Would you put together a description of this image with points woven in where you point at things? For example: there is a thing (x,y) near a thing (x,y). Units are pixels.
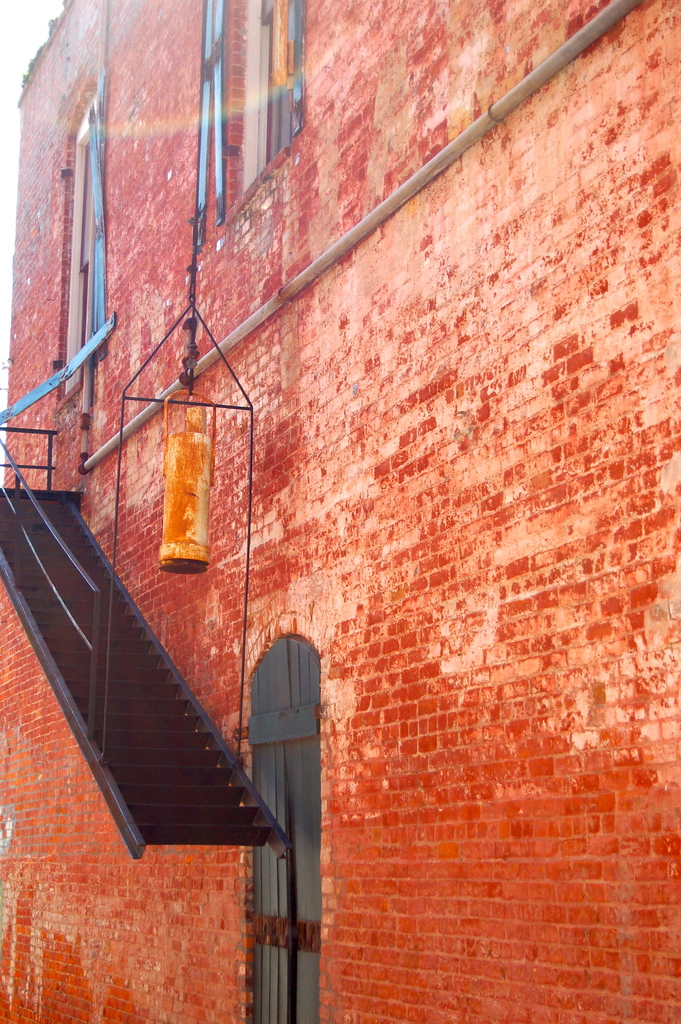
As we can see in the image there is a building (395,285), windows (201,146), stairs (132,626) and a door (297,805).
